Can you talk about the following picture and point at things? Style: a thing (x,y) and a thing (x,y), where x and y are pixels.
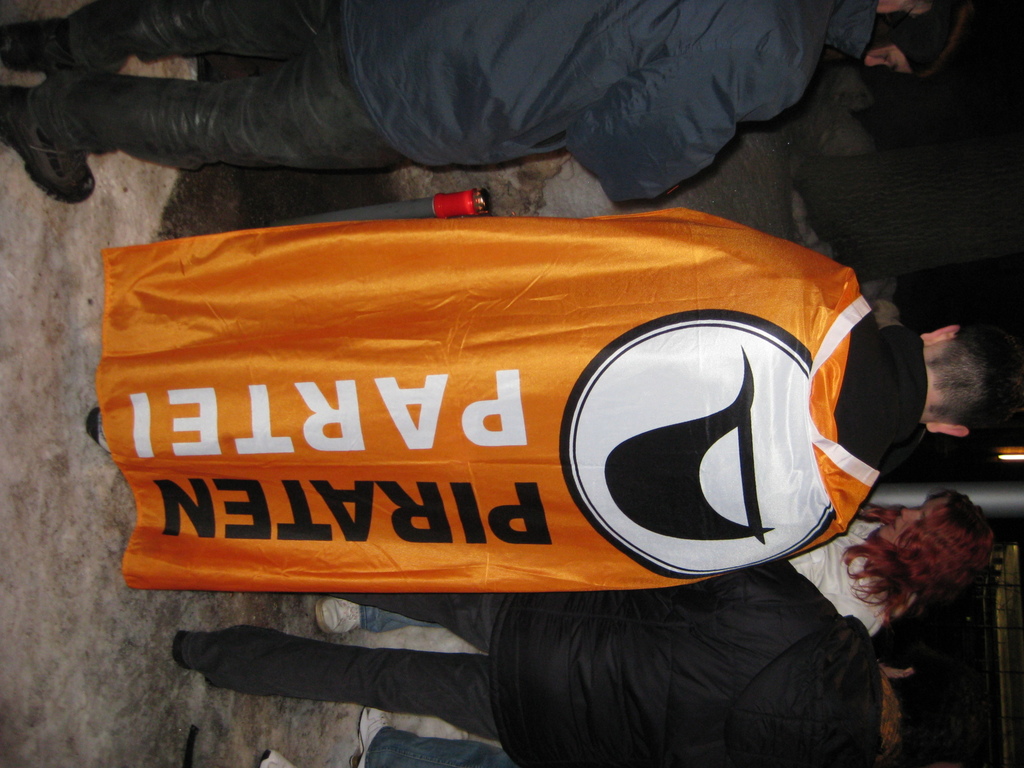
In this image I can see group of people (384,509) standing. In front (696,389) the person (485,478) is wearing yellow and black color dress (676,376). In the background (993,511) I can see the pole (895,494).
